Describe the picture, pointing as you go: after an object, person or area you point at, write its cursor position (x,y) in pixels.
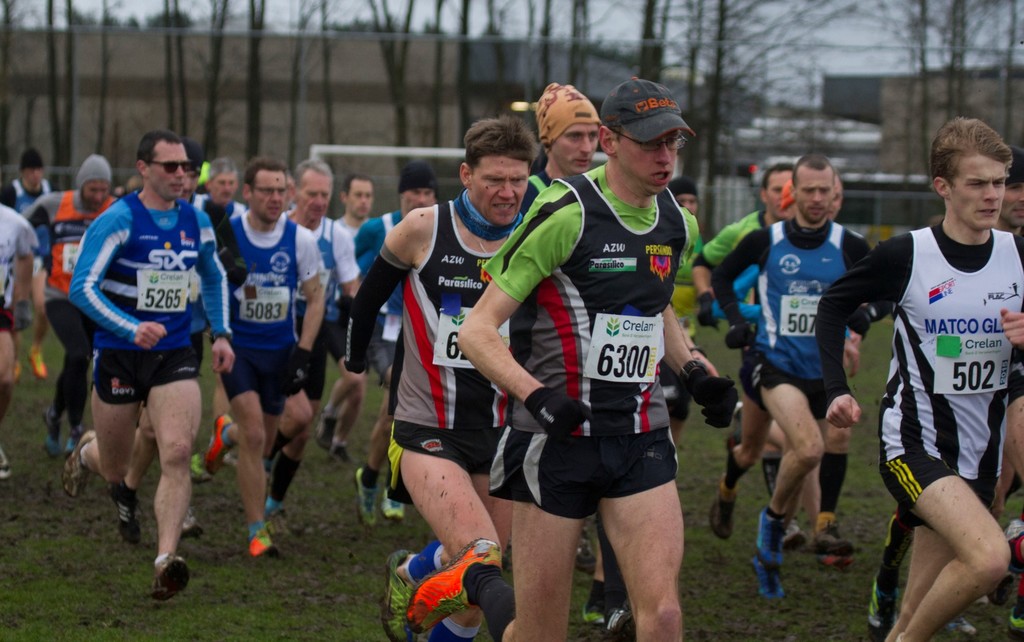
In this image we can see group of people (352,194) wearing dress (561,368) are running on the ground (693,606). One person (627,287) wearing green t shirt (630,209) with cap (658,122) and spectacles (651,145) is wearing gloves (562,400) on his hands (688,377). In the background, we can see a goal post (415,156) and group of trees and sky (672,16).
